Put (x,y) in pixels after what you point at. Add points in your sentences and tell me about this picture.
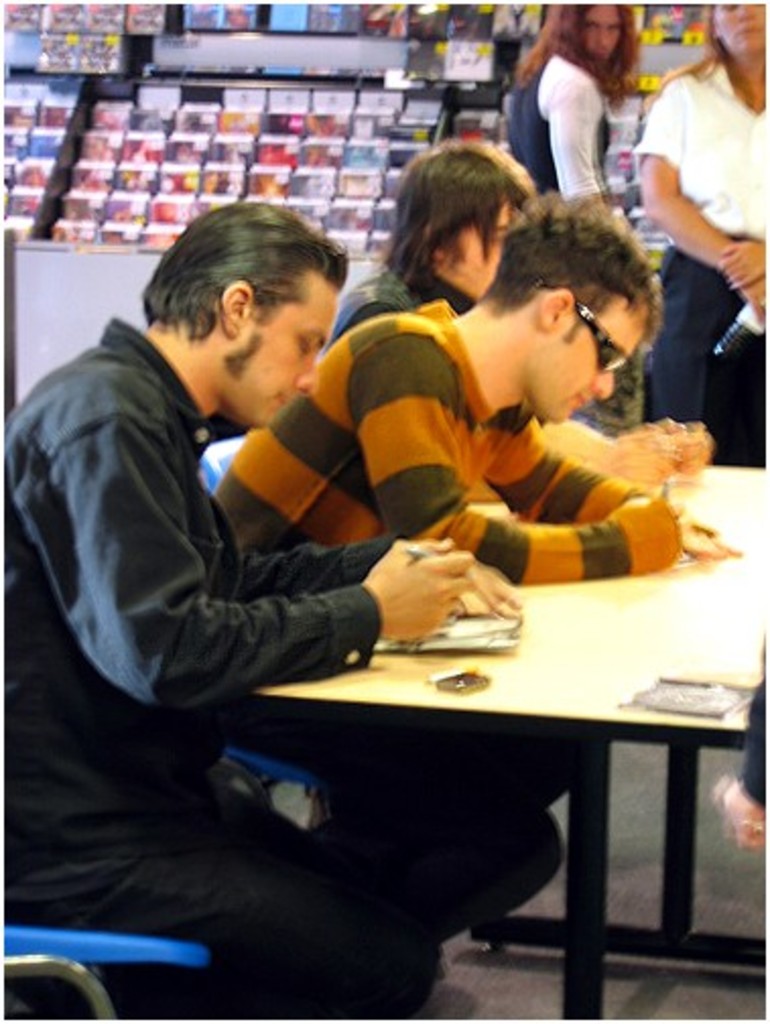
On the background (98,60) we can see CDs (144,159) which are arranged in a sequence manner. We can see persons (666,105) standing near to the table (646,616). We can see three men (394,454) sitting on chairs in front of a table (680,613) and holding pens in their hands (680,454) and writing. This is a floor (559,984).
